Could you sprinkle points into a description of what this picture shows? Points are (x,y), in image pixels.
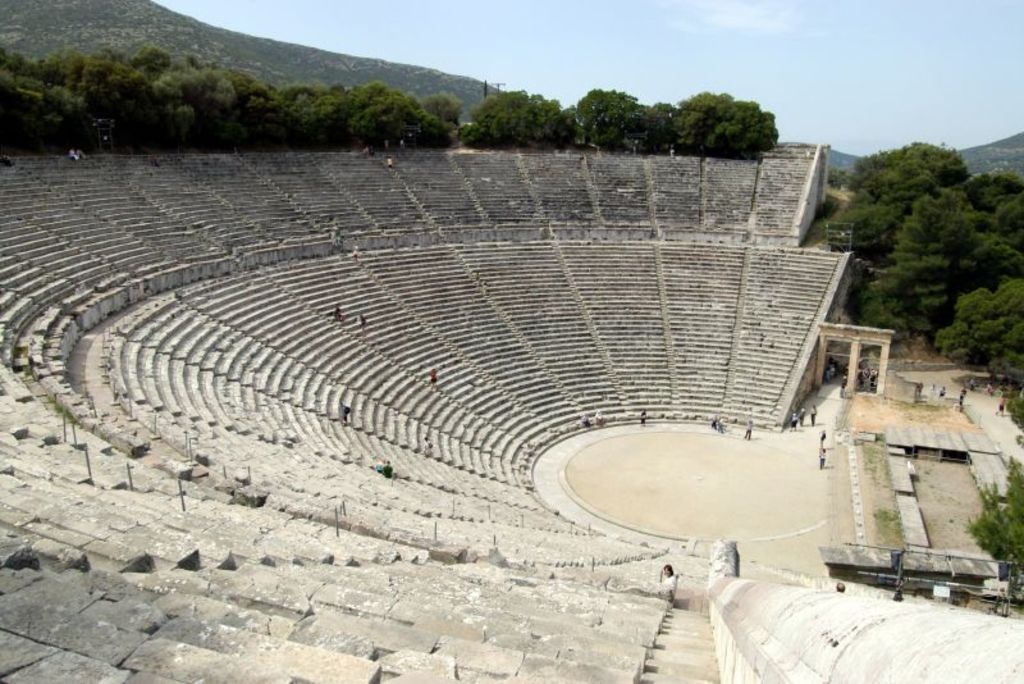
In this image, we can see an ancient theater of Epidaurus (649,387). There are some trees (918,260) and sky (489,42) at the top of the image (762,60).
